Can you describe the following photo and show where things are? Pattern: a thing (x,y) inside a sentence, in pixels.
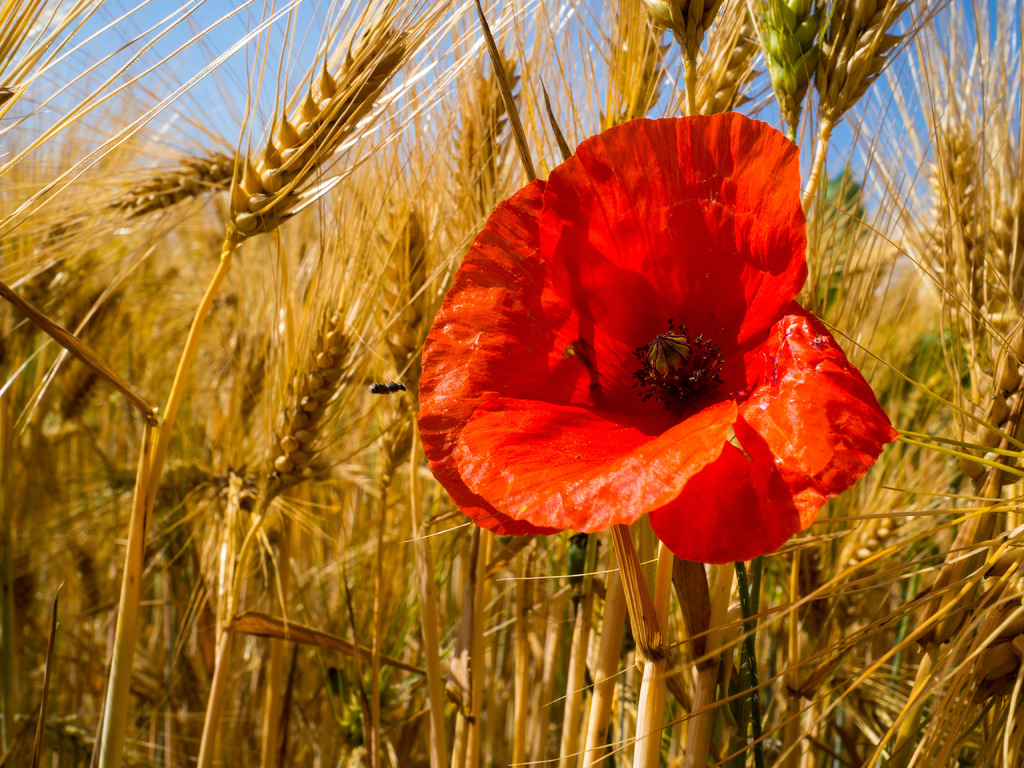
Here we can see a flower (594,478) and wheat field (391,630). In the background (237,19) there is sky (926,145).
